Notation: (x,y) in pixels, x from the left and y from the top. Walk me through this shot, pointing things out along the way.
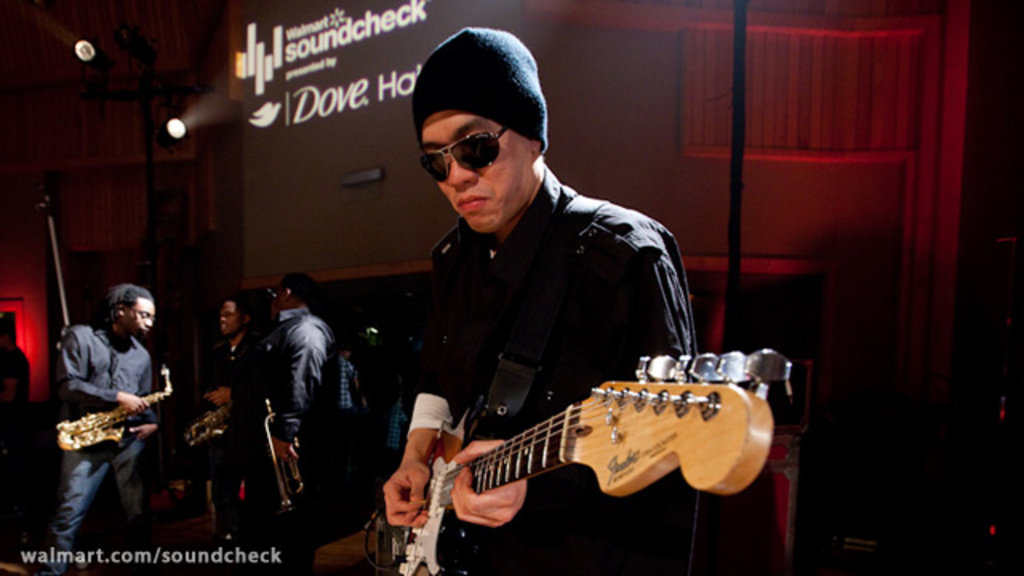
To the right side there is a man (507,288) with black dress (579,299), he is standing and playing a guitar (439,478). There is a black cap (489,93) on his head (467,131) and he kept goggles (475,144). And to the left side (103,372) there is a man (90,360) with black shirt (98,373) holding a saxophone (74,432) in hand (144,401). In the middle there are two persons (274,358) standing, talking and holding musical instruments (195,430). In the background (316,138) top there is a poster (244,112). And to the top left (82,54) there are two lights (83,60).
